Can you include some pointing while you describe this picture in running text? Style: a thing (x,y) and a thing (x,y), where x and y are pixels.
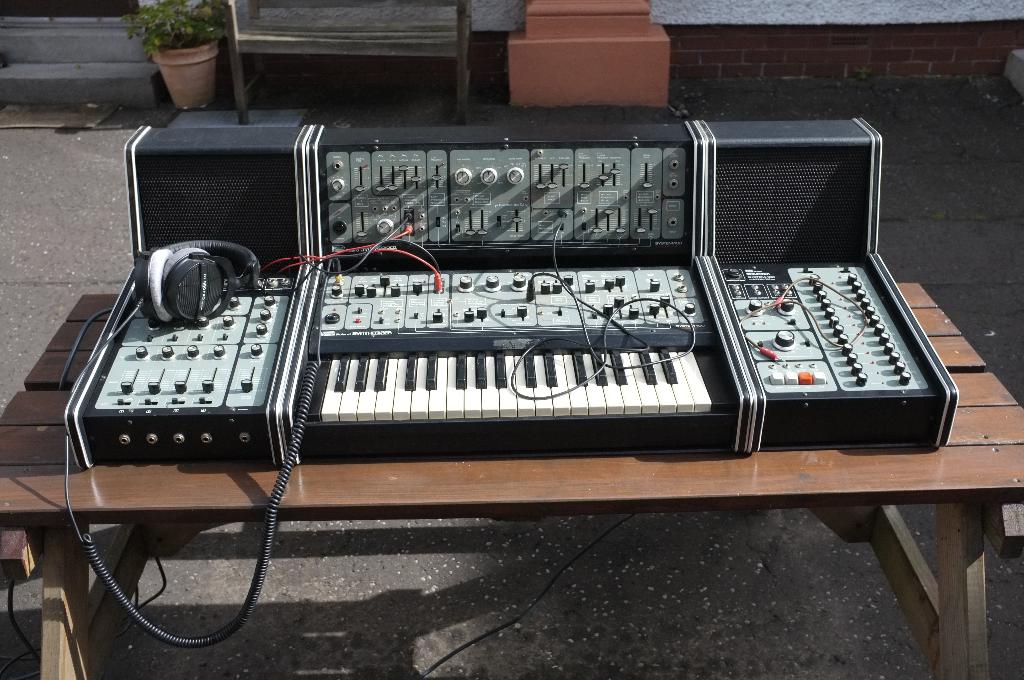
In this image I can see a musical instrument (284,211) and a headphone (233,250) on this table (539,486). In the background (194,27) I can see a plant (187,27).
